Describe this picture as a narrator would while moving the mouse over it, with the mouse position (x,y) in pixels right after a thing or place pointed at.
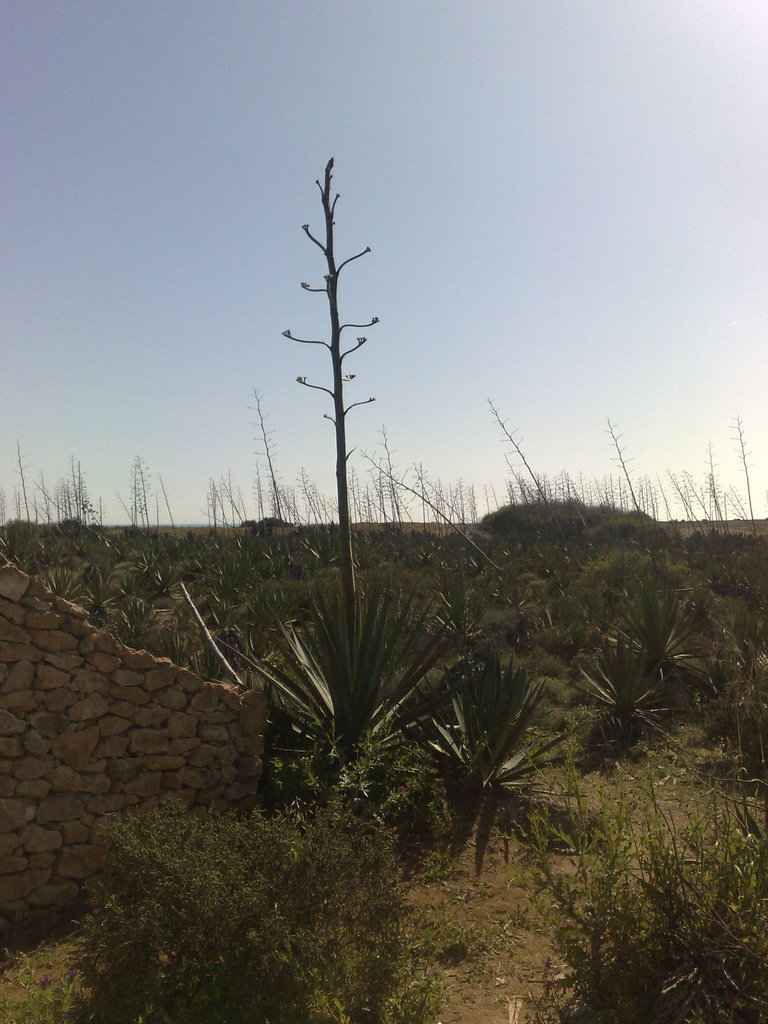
In the picture we can see a surface (450,972) with plants (194,951) and beside it, we can see a wall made up of rocks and behind it, we can see some plants (446,575) and in the background (380,274) we can see the sky (409,323).
